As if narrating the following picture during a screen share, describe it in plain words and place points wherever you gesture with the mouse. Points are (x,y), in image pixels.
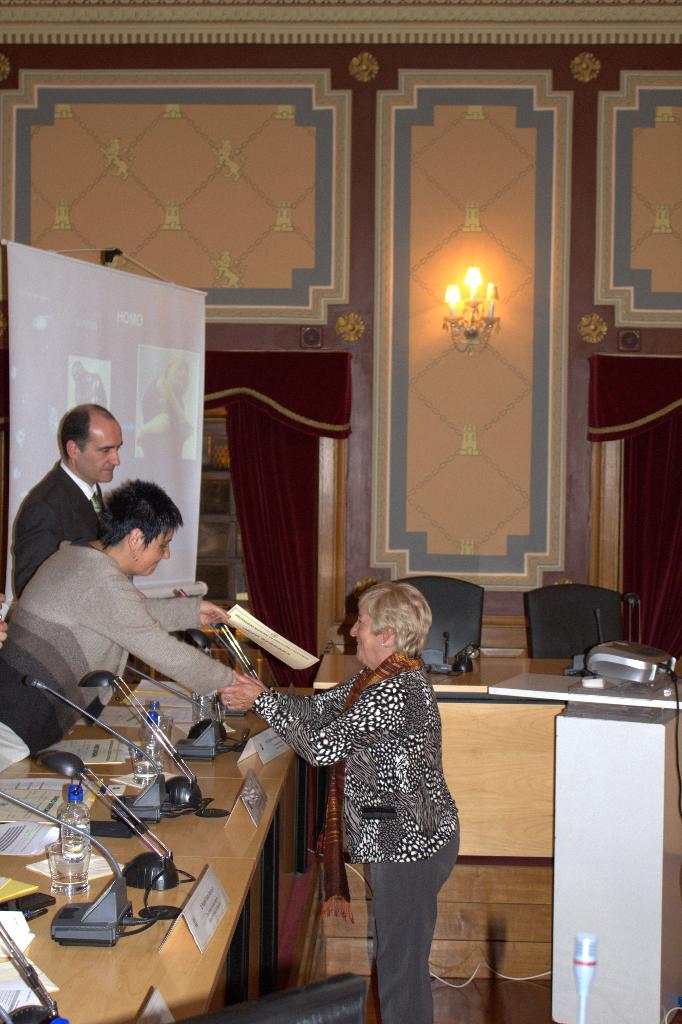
The women (314,754) in the right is shaking her hands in front of another women (70,584) standing and there is another person (68,444) standing beside her and there is a projected image (127,399) in the background (158,385).
